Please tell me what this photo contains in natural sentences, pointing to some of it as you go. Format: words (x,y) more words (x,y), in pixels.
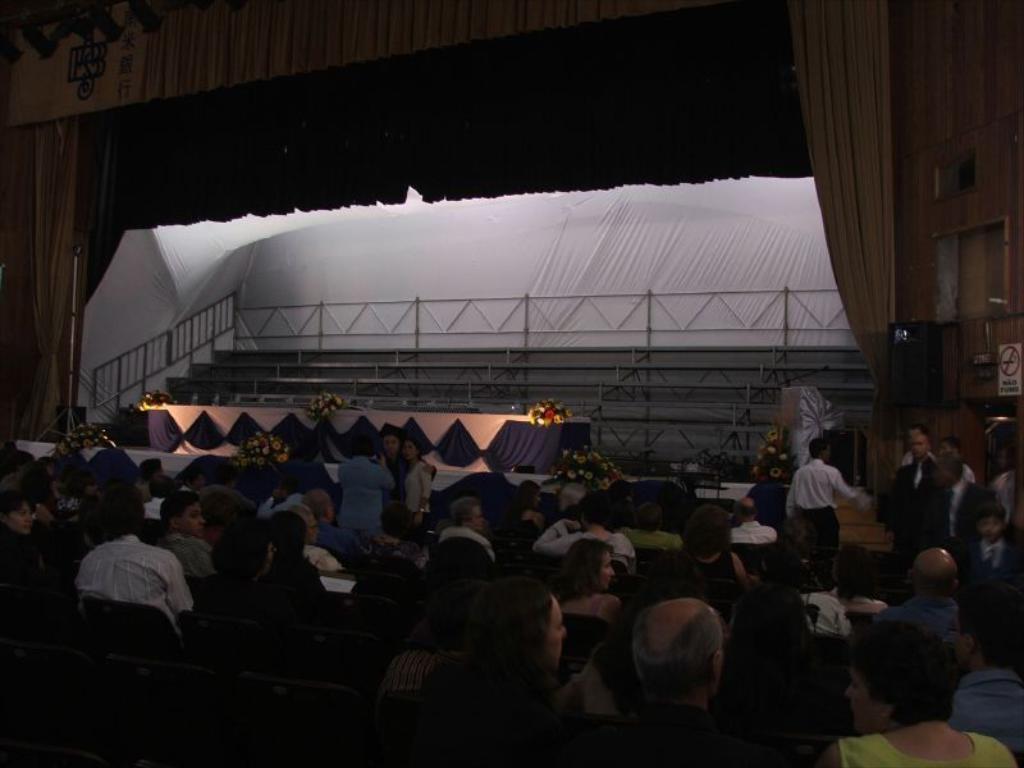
This image consists of many people (333,518) sitting in the chairs (77,604). In the front (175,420), there is a dais (228,425) on which there are flowers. In the background (247,343), we can see a curtain (475,281).
